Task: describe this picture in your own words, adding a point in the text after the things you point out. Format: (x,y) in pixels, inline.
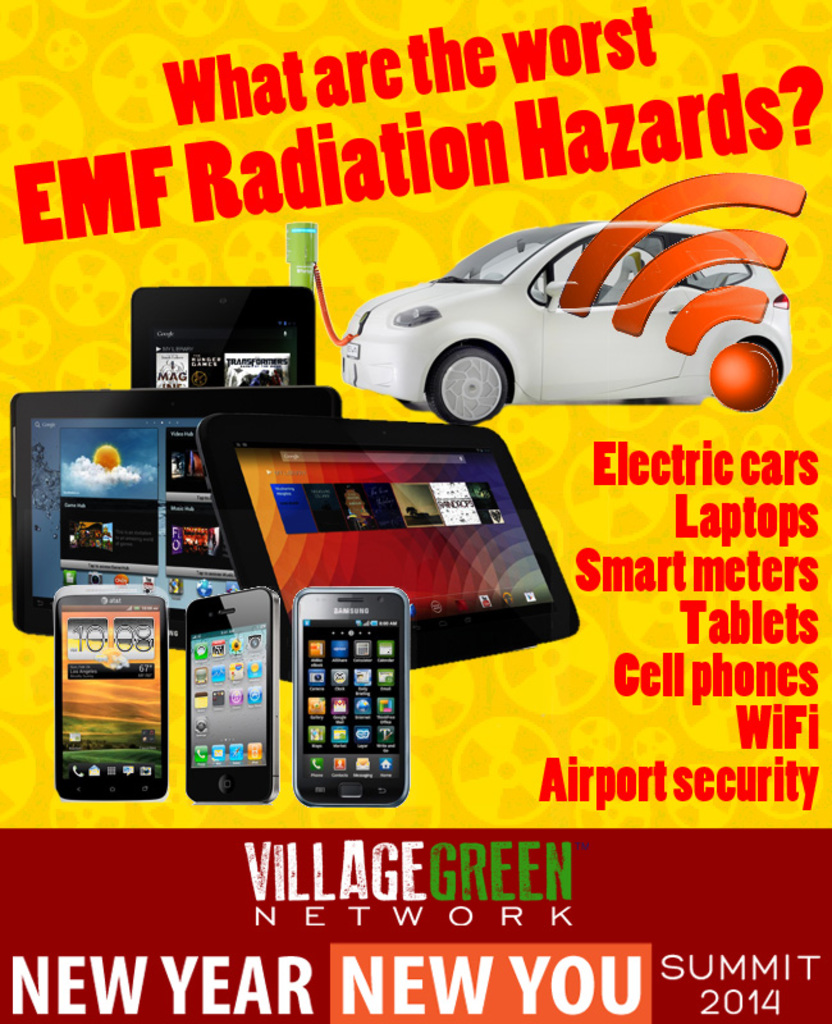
In this image we can see a poster (91,514) which is in yellow and red color on which we can see mobile phones (64,675), tablets (238,526), white color car (403,370) and some edited text (239,105) on it.
